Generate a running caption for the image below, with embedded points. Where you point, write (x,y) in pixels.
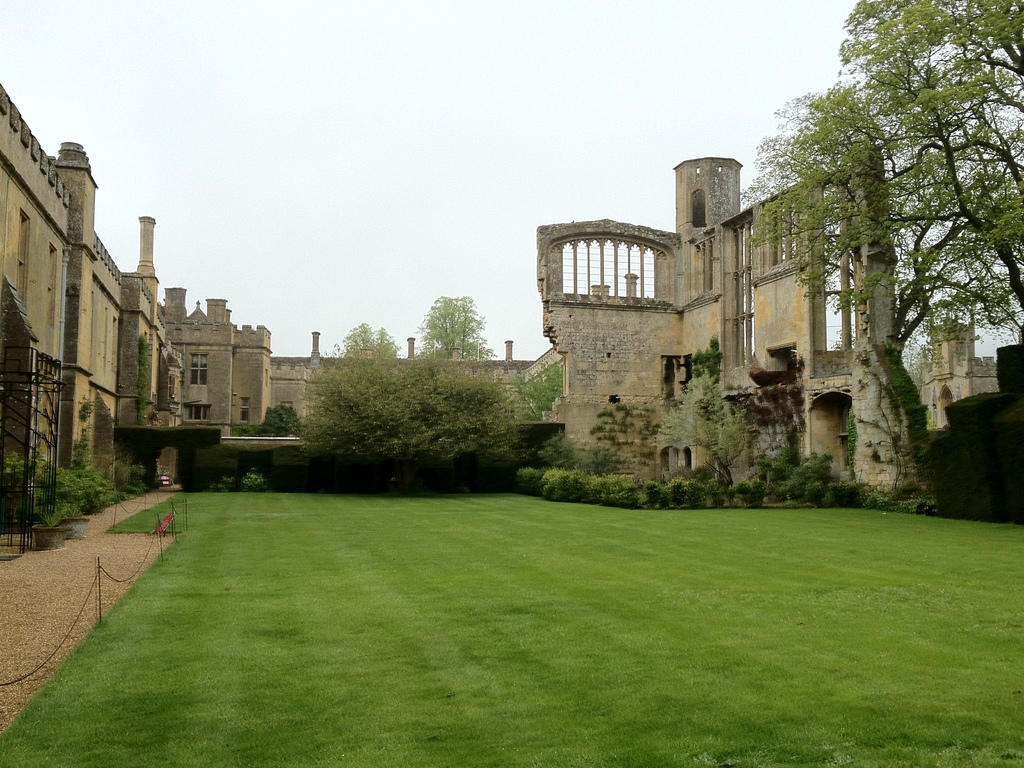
This image is taken outdoors. At the top of the image (352,134) there is the sky (484,99). At the bottom of the image (327,682) there is a ground (216,704) with grass (373,572) on it. In the middle of the image (677,345) there is a building (175,343). There is an architecture (589,359). There are few trees (310,431) and plants (88,490).
